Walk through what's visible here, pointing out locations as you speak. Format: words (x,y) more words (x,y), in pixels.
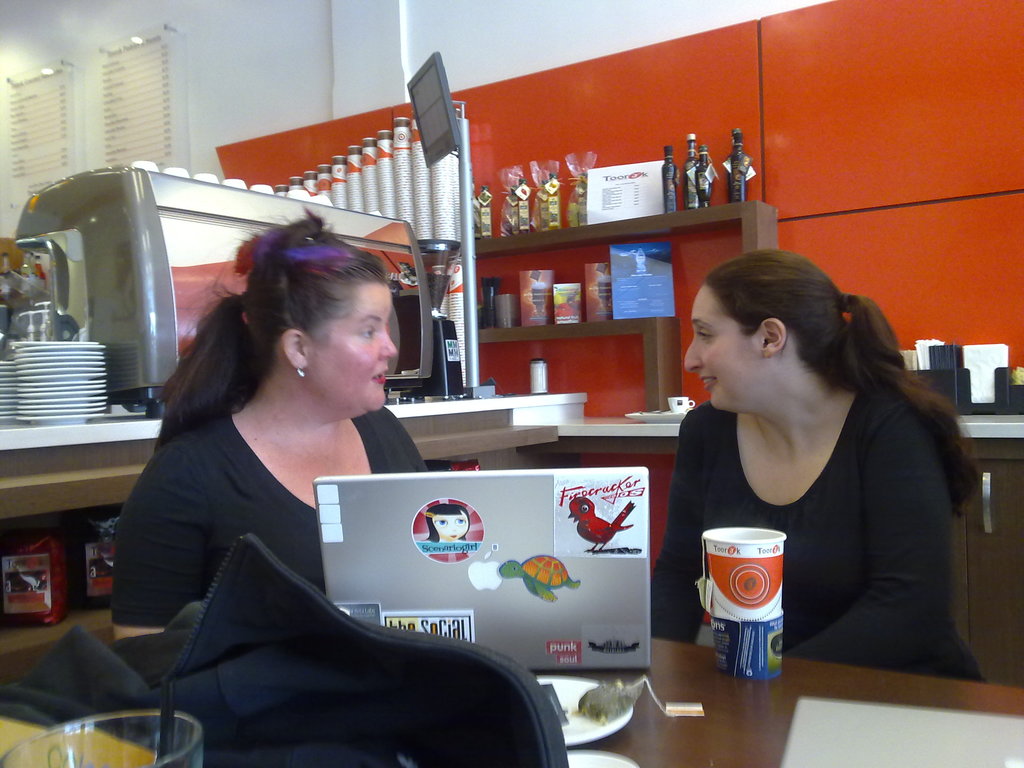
In this image there are two persons (204,400) sitting, there are cups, glass (56,744), plate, laptop (614,652), bag (26,699) on the table (622,673), and in the background (633,214) there are glasses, plates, bottles (666,212), board (616,210), and some items (548,286) on the racks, glass objects (159,131) attached to the wall (194,78).
